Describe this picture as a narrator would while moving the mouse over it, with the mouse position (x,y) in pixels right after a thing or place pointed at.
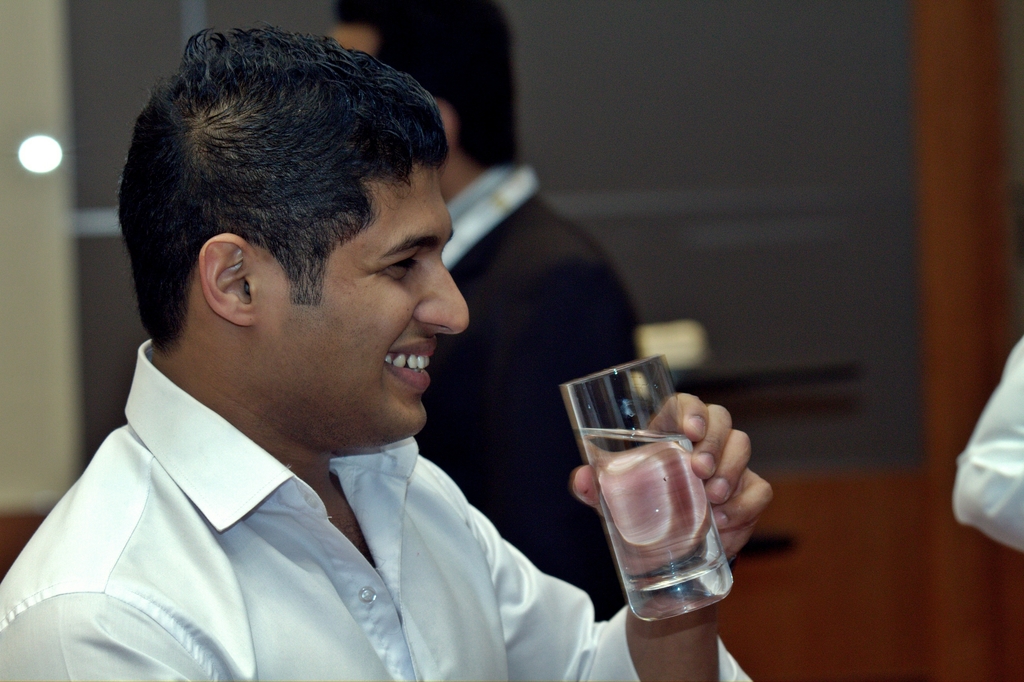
In the picture I can see people (556,483) among them the man (421,352) in the front (356,477) is holding a glass (660,511) in the hand (684,503). The background of the image (567,540) is blurred.
